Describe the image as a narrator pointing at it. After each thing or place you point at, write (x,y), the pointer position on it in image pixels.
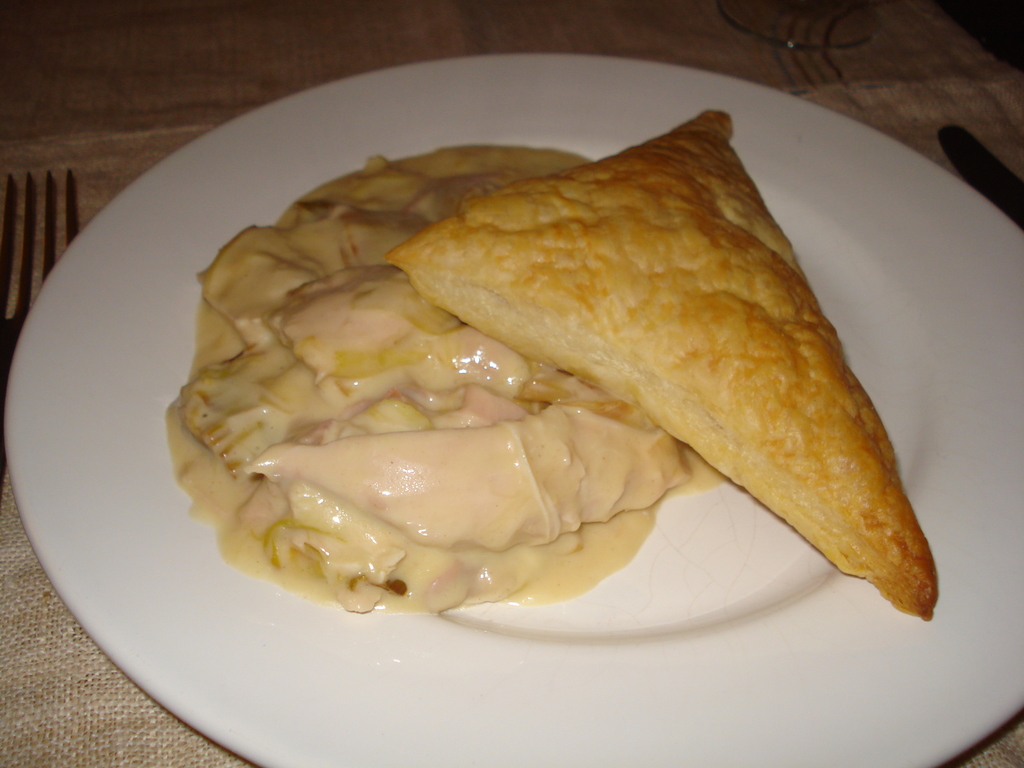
On the table (136,94) there is a plate (61,297), fork (48,264), cloth (120,719), and food (843,447).
